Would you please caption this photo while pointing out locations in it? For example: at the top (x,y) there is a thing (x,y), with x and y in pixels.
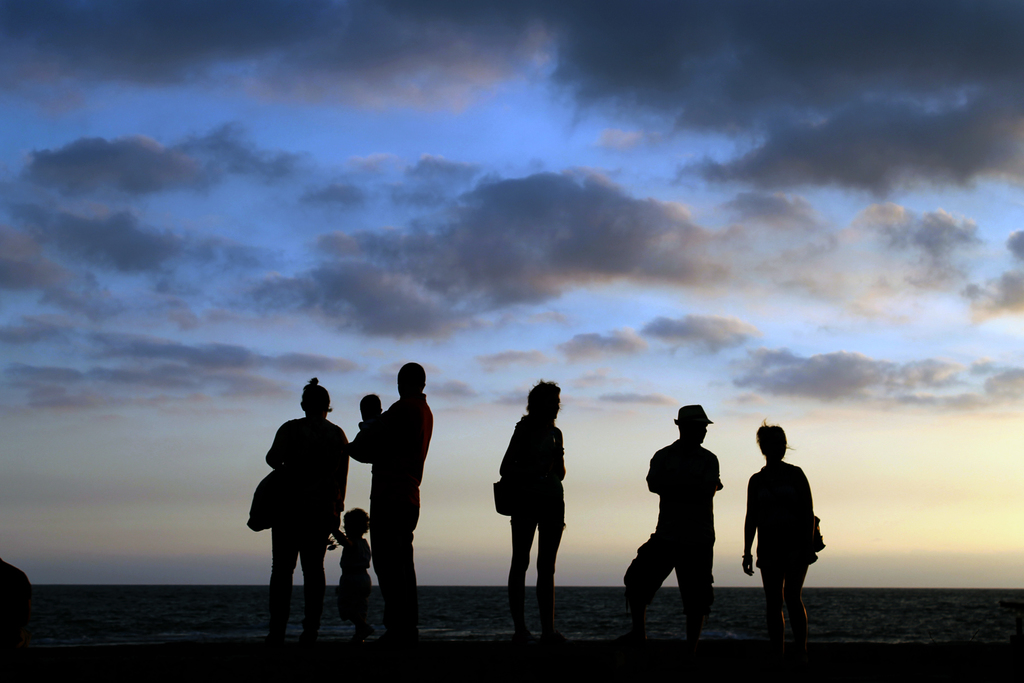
In this picture we can see group of people (697,530) in the middle of the image (433,409), in the background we can see clouds (329,251).
